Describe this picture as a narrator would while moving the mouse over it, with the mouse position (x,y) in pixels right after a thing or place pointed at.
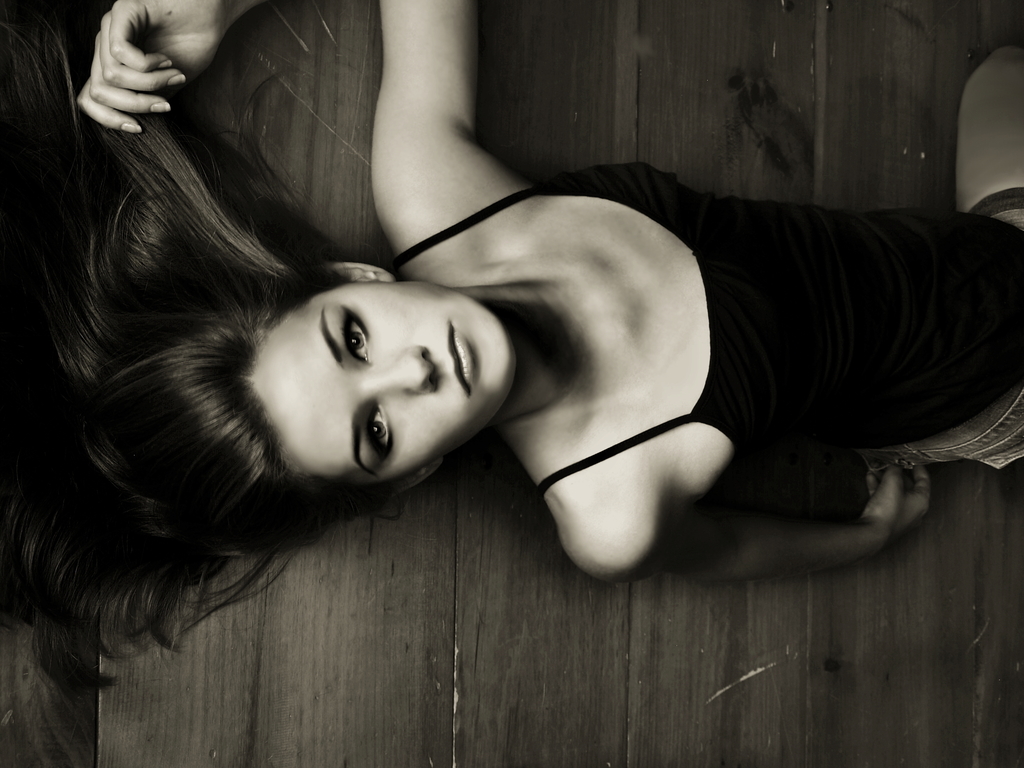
This is a black and white picture, there is a woman (564,312) in black vest (784,282) laying on the wooden floor (603,38).
